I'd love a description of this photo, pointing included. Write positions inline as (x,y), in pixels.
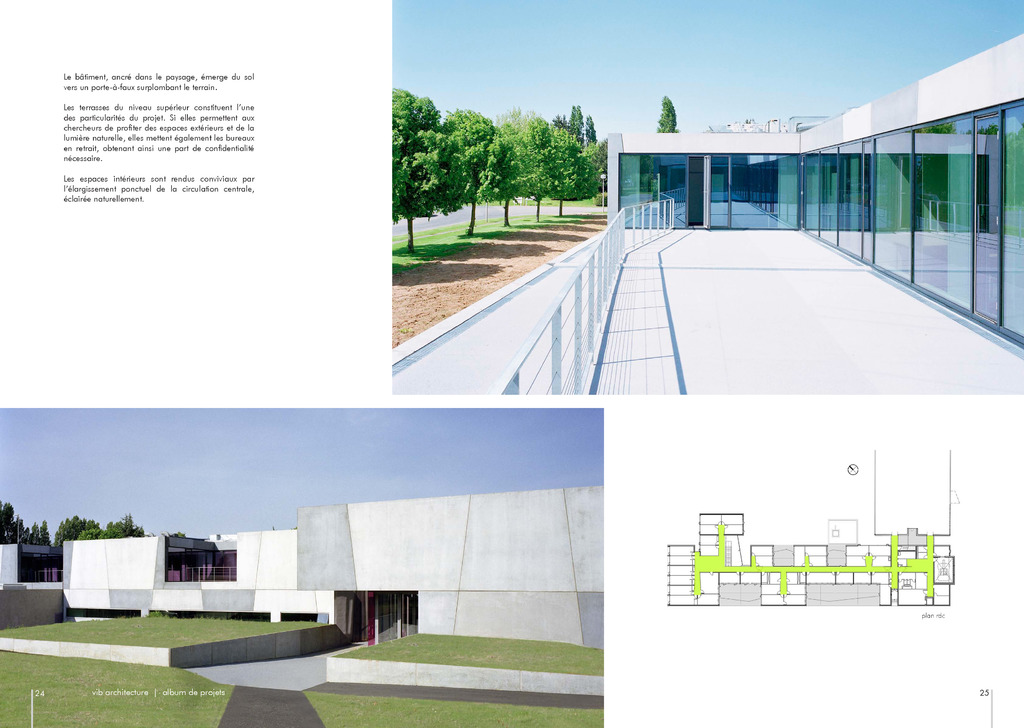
This is an edited picture. In the right top of the picture (837,125), we see a building (706,143), railing (554,343) and trees (494,165). In the left top of the picture (146,135), we see some text (145,109) written. In the left bottom of the picture (248,552), we see a building (312,596), grass (249,624) and trees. In the right bottom of the picture (837,574), we see the sketch (912,556) of the building (868,591). In the background (696,437), it is white in color.
